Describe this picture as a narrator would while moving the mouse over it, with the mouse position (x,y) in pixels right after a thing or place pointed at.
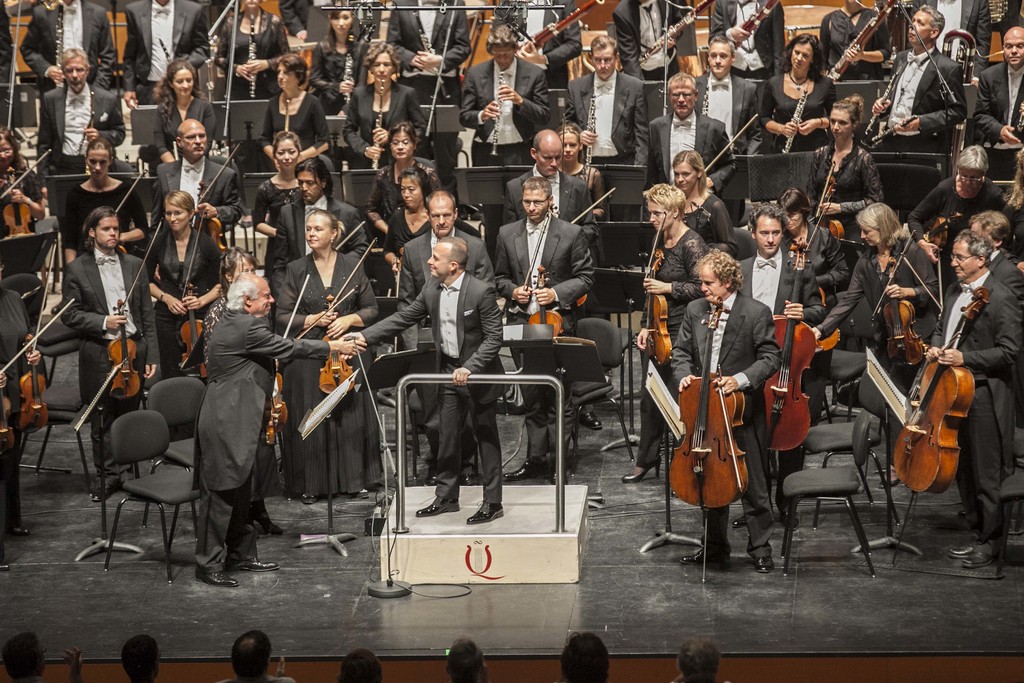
In this image I can see a group of people (370,295) are standing and holding musical instruments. I can also see a man (458,420) is standing on a podium (471,531) and shaking hand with other person (239,470).
